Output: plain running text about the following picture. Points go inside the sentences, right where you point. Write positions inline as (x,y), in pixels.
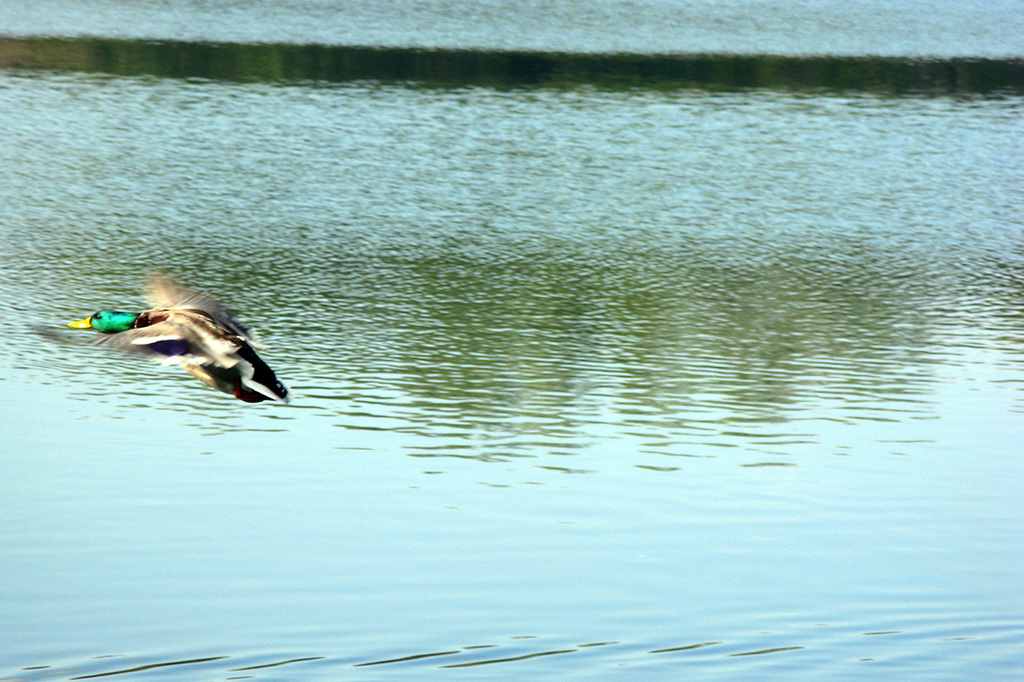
In this image we can see a bird (214,365). At the bottom of the image (324,526) there is water (457,160).
